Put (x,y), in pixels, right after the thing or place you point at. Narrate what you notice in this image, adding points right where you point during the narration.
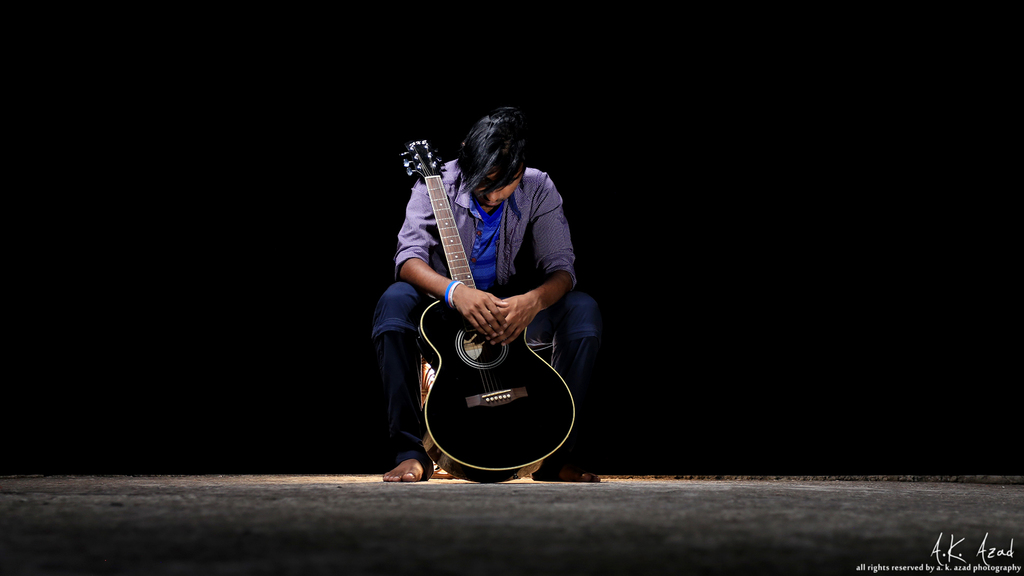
A human (462,296) is sat on the seat (427,376). We can see he is holding a guitar (484,412).
